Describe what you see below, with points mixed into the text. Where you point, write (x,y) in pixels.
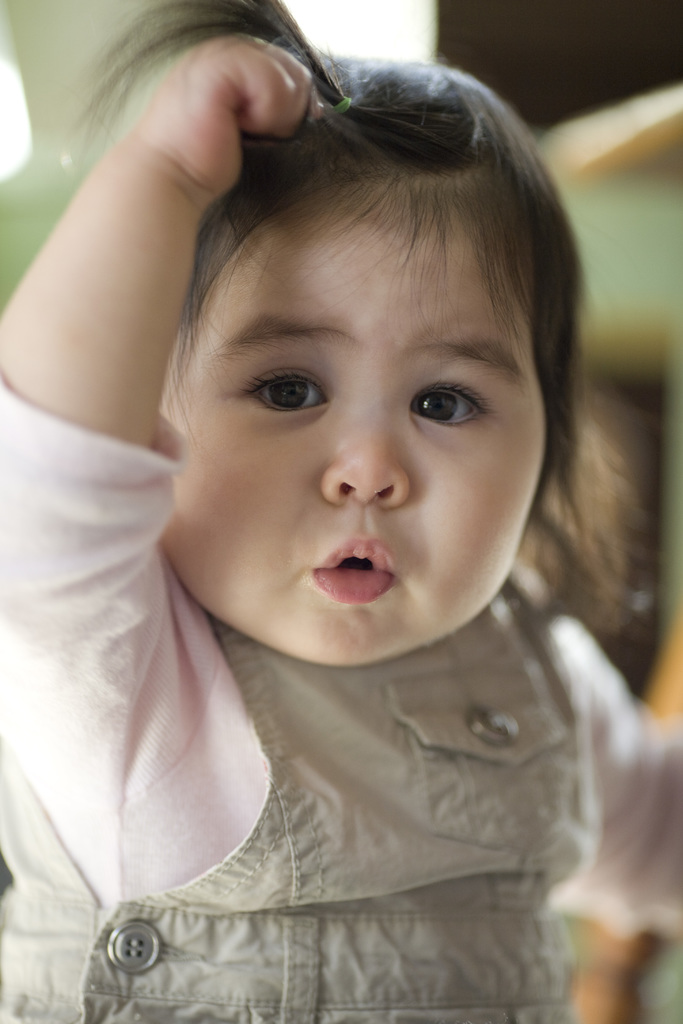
In this image I can see a baby (349,440) wearing pink and grey colored dress (365,768) and I can see the blurry background (547,24).
